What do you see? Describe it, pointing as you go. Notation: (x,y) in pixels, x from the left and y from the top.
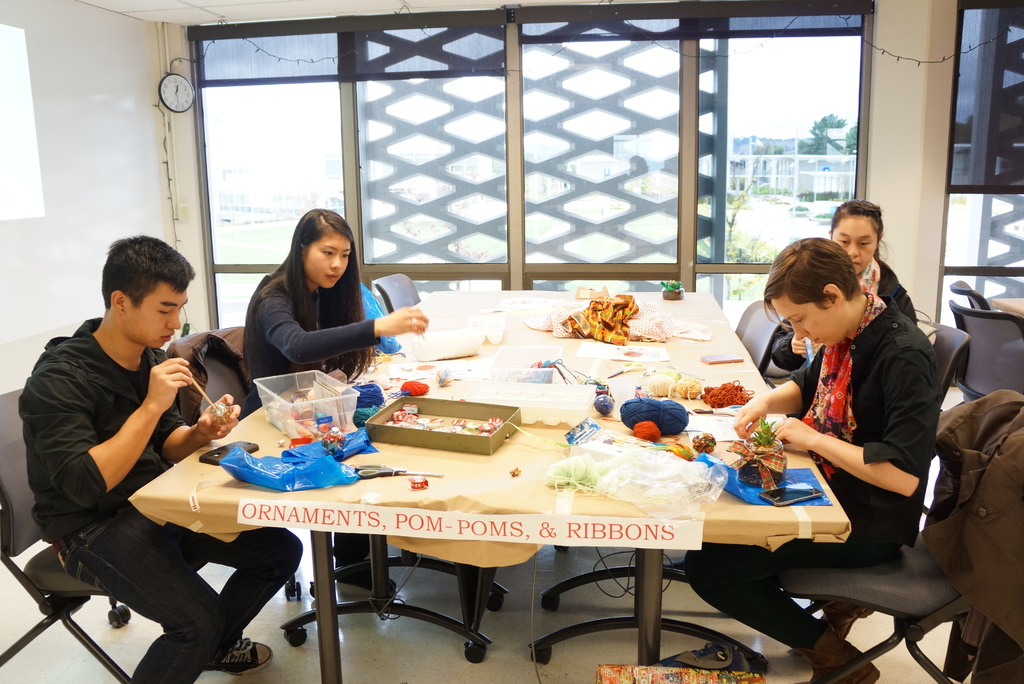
In this image i can see there are the four persons (93,431) sitting around the table (712,321), back side of them there is a window (648,144), through the window (758,146) i can see a building (765,170) on the right side (771,183) corner. On the left side (191,107) corner a clock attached to the wall (74,131). on the table (537,456) there are some objects (616,296) kept on that and left side black color chairs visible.
